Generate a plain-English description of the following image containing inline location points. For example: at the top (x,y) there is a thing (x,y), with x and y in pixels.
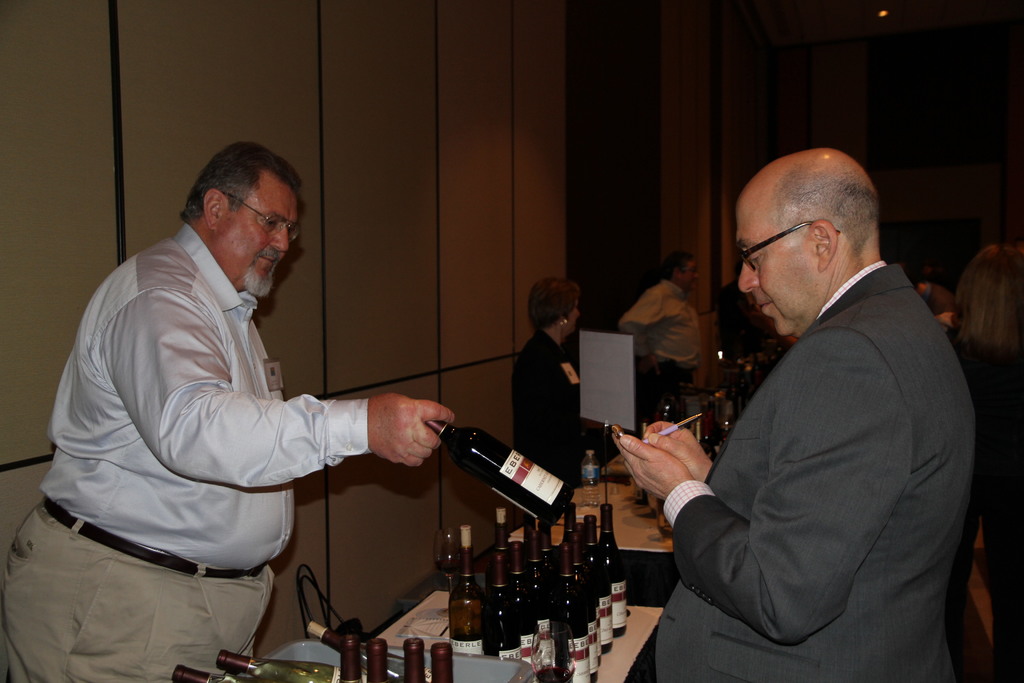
In this image on the right (810,417) there is a man (822,463) he wear suit (810,470) and shirt (688,495) he is writing something. On the left (209,446) there is a man (170,410) he wear shirt (167,382), belt (117,549) and trouser (130,610) he is holding a bottle (490,460). In the middle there is a table (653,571) on that there are many bottles (559,550). In the background (1000,256) there are some people (561,349) and wall (563,187).
